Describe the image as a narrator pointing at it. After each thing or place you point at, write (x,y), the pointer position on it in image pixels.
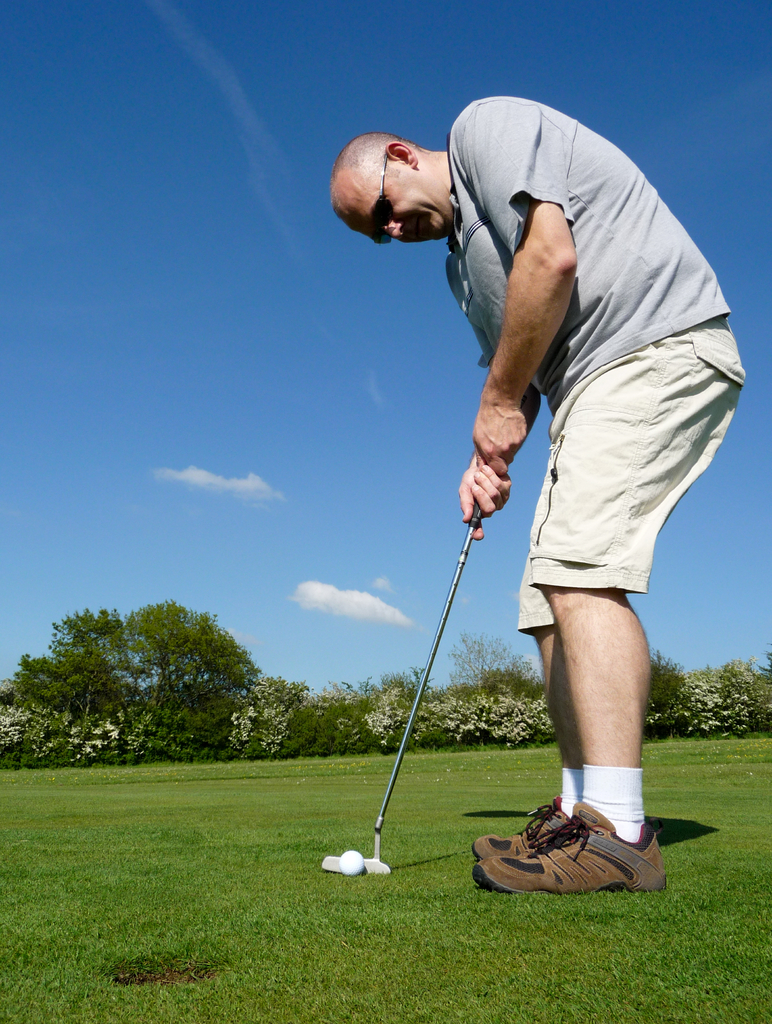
This image is taken outdoors. At the top of the image (141,214) there is the sky (288,577) with clouds (304,595). At the bottom of the image (142,951) there is a ground (124,793) with grass (441,784) on it. In the background (727,718) there are a few trees (83,712) and plants (370,701) with green leaves (378,693). In the middle of the image (502,468) a man (617,792) is standing on the ground (539,755) and he is playing golf with a golf stick (381,812) and a ball (347,855).
